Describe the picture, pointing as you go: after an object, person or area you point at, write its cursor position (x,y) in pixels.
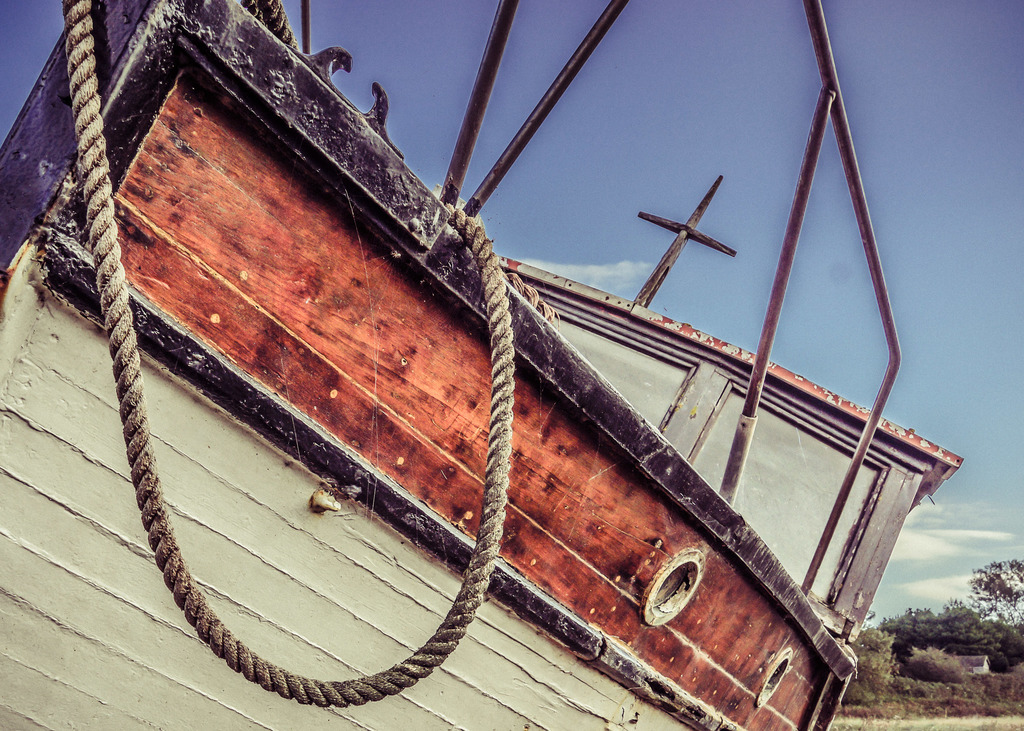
In this picture we can see a boat (729,436), few metal rods (543,101) and a rope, in the background (948,610) we can find few trees (937,646) and clouds (934,560).
